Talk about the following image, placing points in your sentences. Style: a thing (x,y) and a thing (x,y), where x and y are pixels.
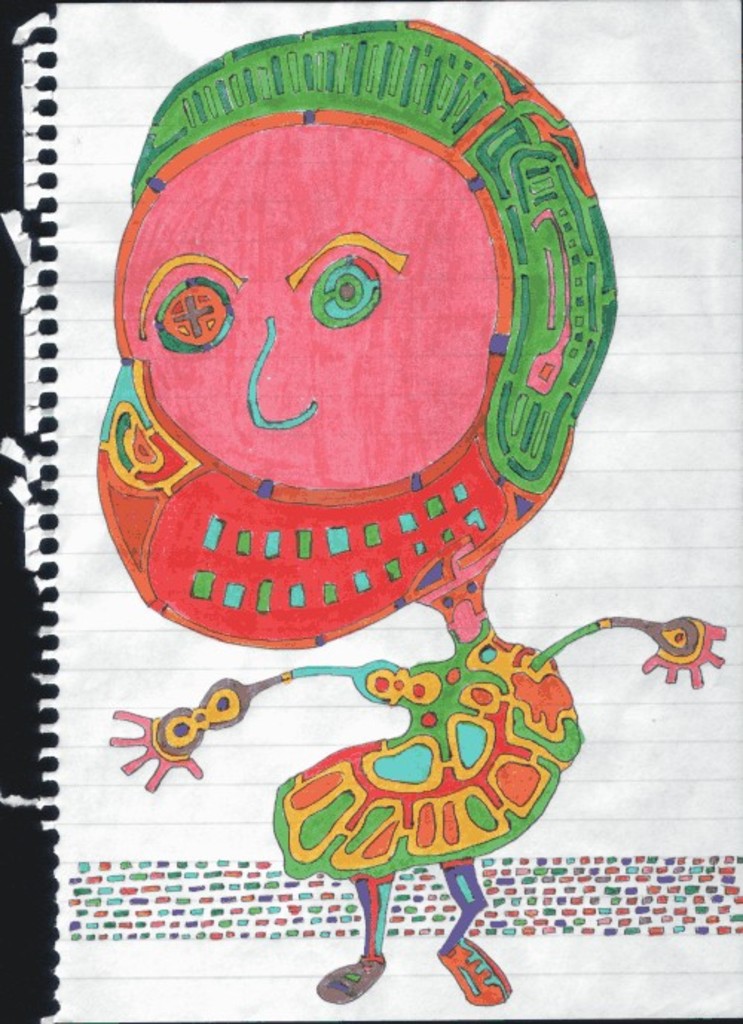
In this picture we can see one paper (278,477) on it one picture (392,604) is drawn and filled with colors.
